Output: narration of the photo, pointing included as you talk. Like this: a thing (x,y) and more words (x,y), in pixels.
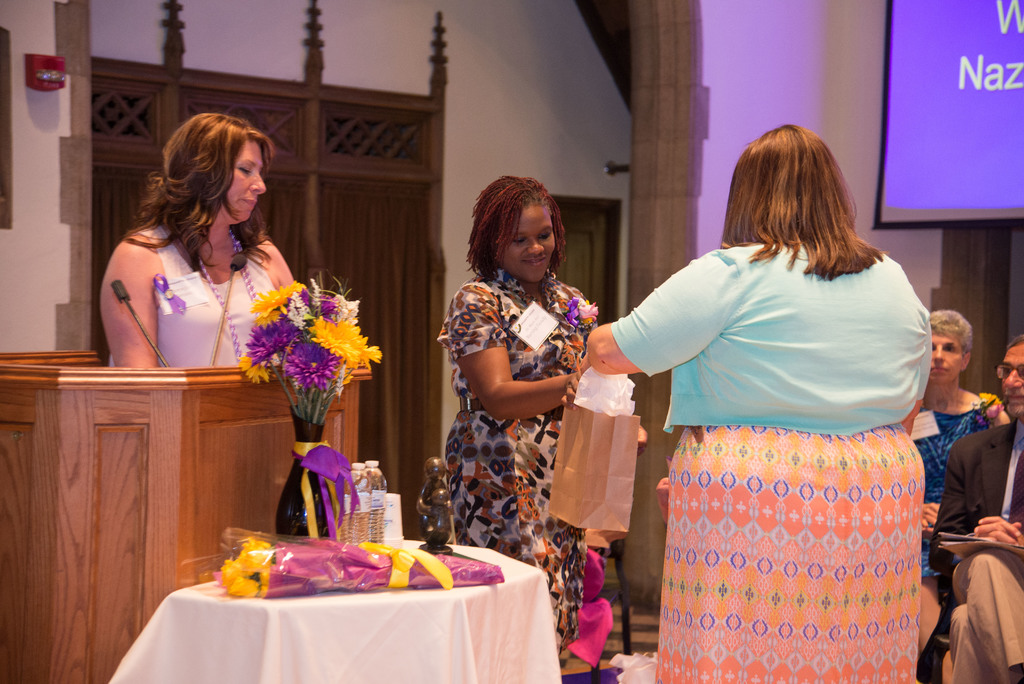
In this image I can see there are three woman (155,290) visible, on the right side (1010,468) I can see two persons (949,353), in the middle (352,326) I can see podium (258,471) and flower vase (279,328) and bouquet (331,568) kept on the table (438,654) and I can see a white color cloth (429,626) on the table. at the top (483,91) I can see the wall (393,19) and the window (371,131).
